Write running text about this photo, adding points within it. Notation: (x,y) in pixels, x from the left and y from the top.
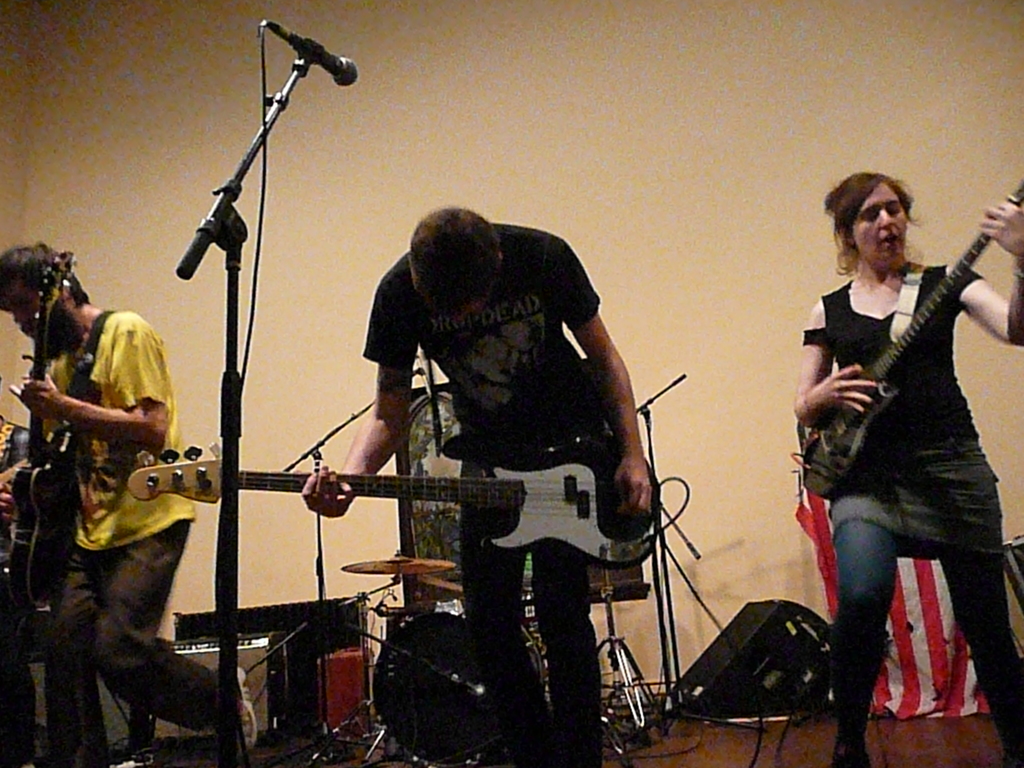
This is the picture taken in a room (305,577), There are three people (481,362) standing on the floor (698,743) and performing the music with the music instrument (857,424). The man (462,291) in black t shirt (478,340) in front to him there is a microphone (345,82) with stand (229,308). Background of this people (447,347) is a wall (576,201).
